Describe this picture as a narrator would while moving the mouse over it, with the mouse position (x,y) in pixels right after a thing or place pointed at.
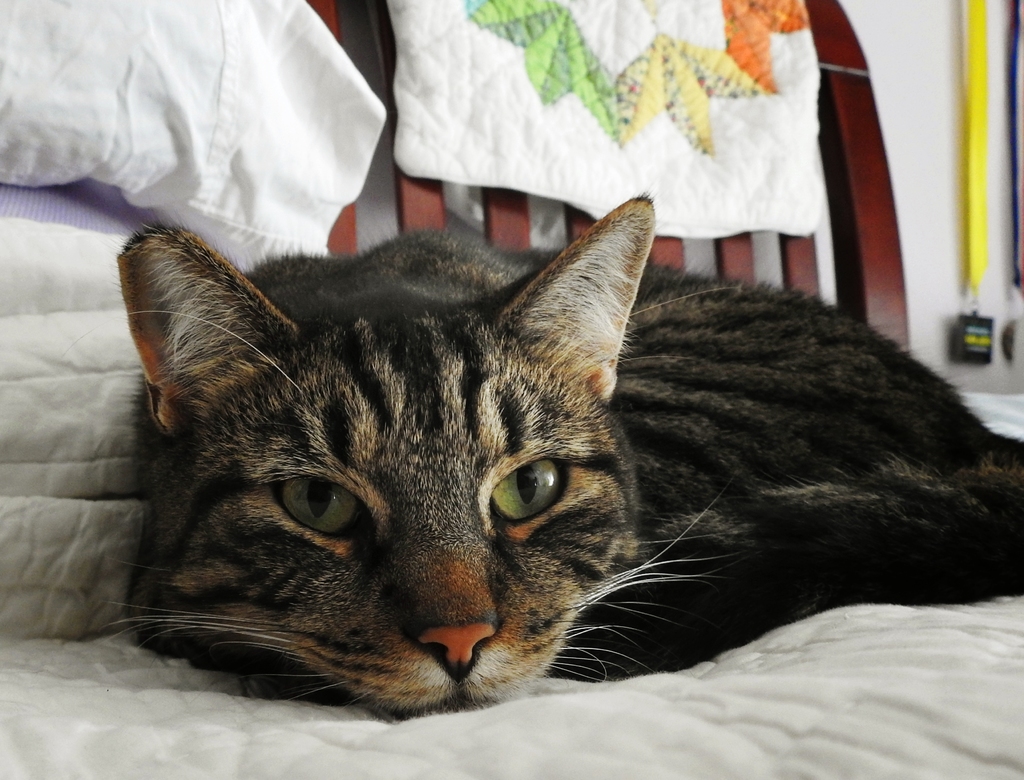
In this image we can see a cat (562,470). At the bottom of the image (914,704) there is a white surface (493,720). In the background of the image (291,121) there are clothes (744,143), wall (1001,22), wooden object (826,88) and other objects (1021,92).
